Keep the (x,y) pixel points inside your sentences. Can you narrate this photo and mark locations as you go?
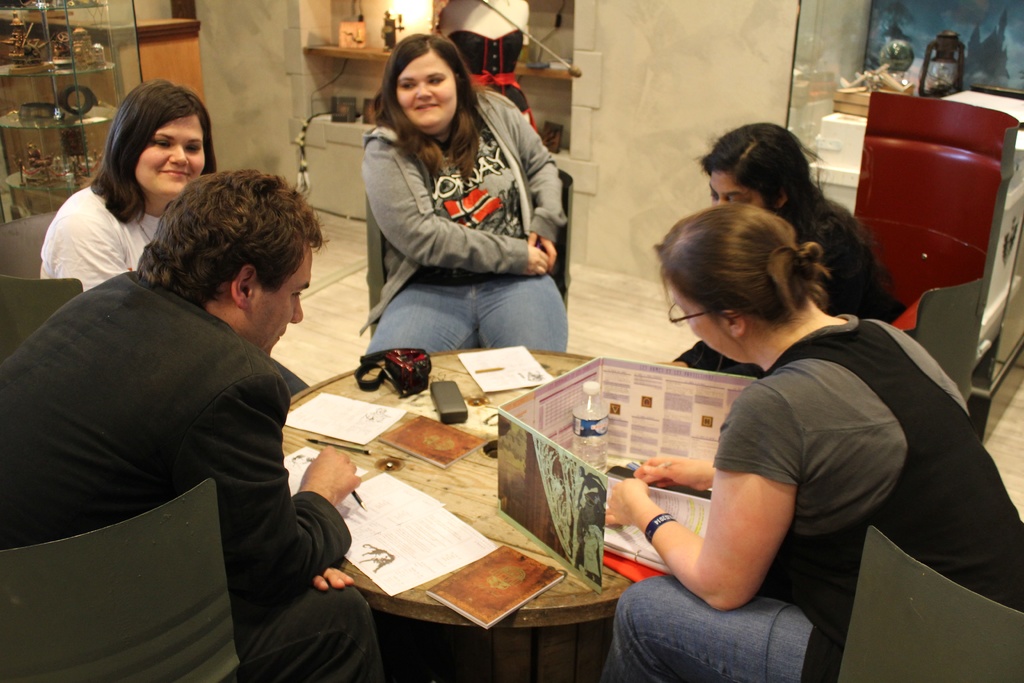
This picture shows group of people (99,392) seated on the chairs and we see few papers (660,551) and a bottle (585,446) on the table (556,614).
